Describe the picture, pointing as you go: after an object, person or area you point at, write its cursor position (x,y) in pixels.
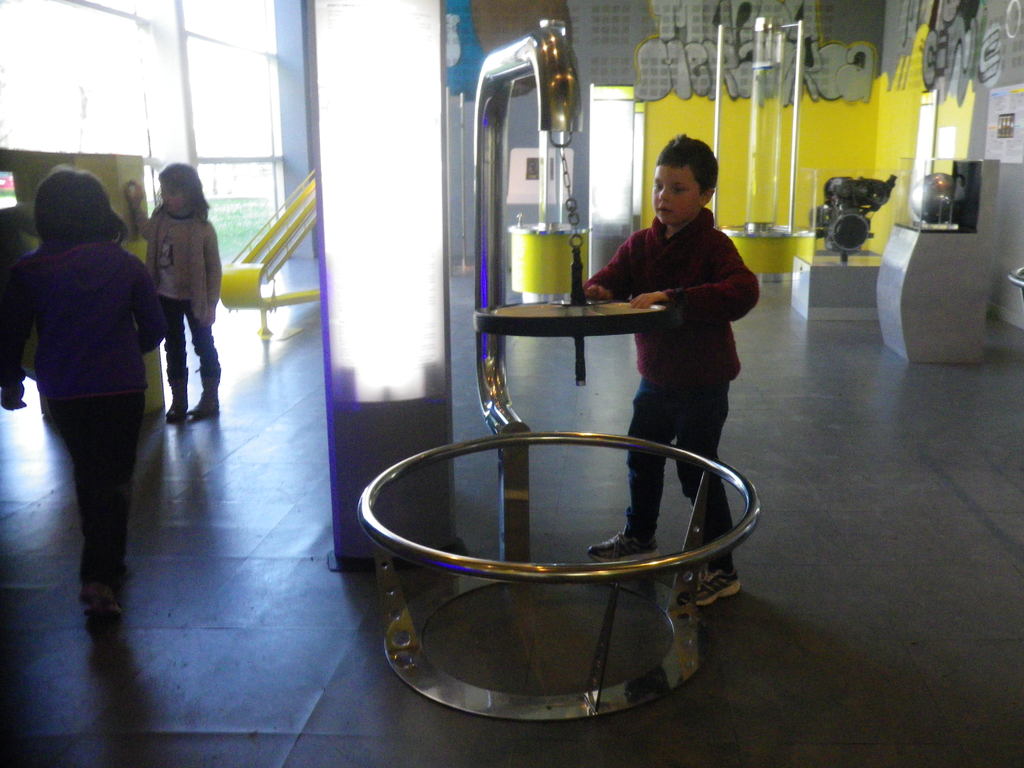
This is an inside view of a building (760,327) and here we can see a boy (666,274) holding a machine (657,316) and in the background (152,217), there are some other people (195,197) and we can see some more machines (771,107) and there is a wall (968,81). At the bottom (785,669), there is floor (797,673).
